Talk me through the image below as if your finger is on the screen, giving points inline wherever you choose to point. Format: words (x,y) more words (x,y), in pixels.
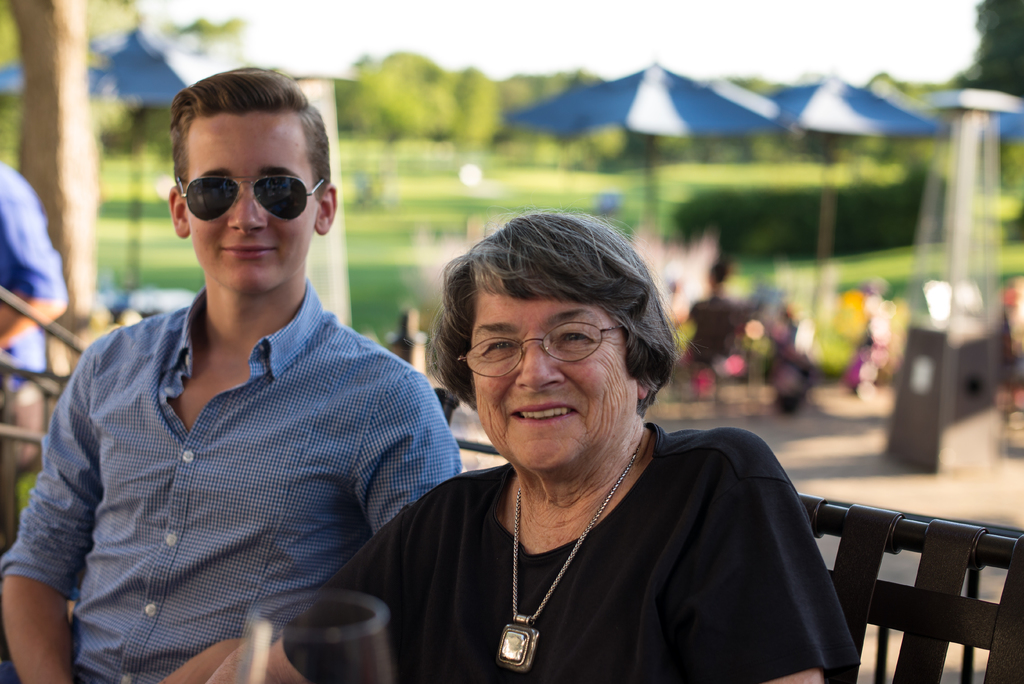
In this image we can see a man (379,516) and a woman (387,530) are sitting on the chairs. At the bottom (302,635) we can see a glass (303,642). In the background (373,272) the image is blur but we can see few persons (58,304), umbrellas (164,74), poles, trees (43,176), grass (411,251), objects (167,306) and sky (745,27).
